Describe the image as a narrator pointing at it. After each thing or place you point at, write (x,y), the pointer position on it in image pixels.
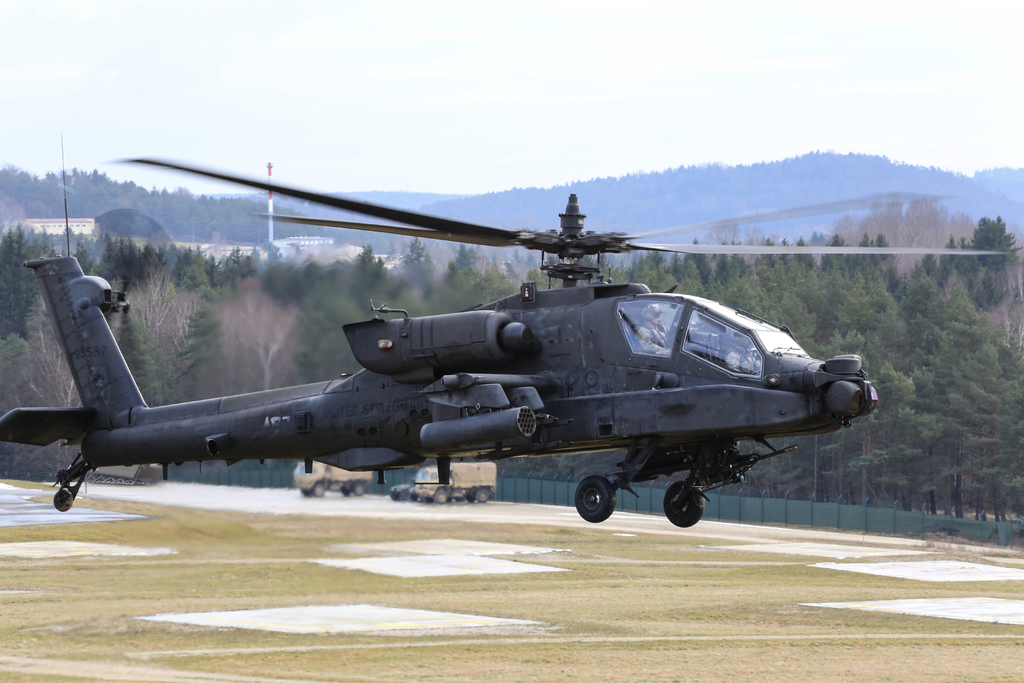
In the center of the image (577,382) there is a black color helicopter (322,399). At the bottom of the image (184,596) there is grass (602,577). In the background of the image (547,192) there are mountains (21,207), trees (401,289), sky (580,93).
